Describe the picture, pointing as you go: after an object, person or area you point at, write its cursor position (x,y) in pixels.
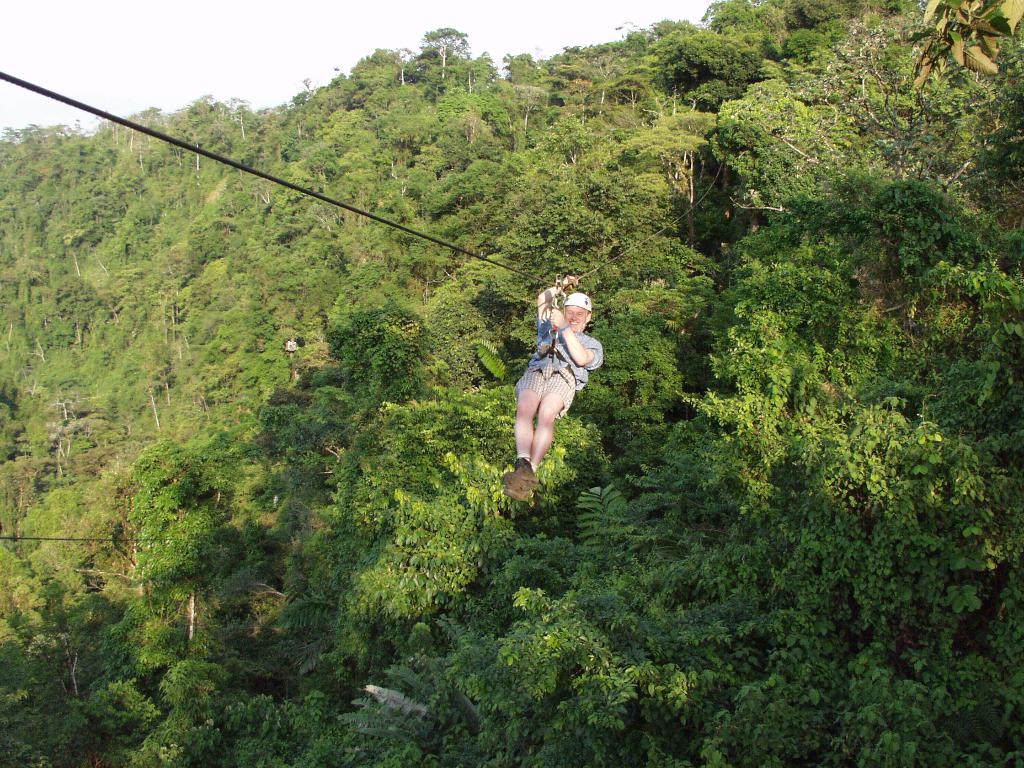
In this image there is a person (544,317) in the center hanging on rope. In the background (557,262) there are trees (571,217) and the sky (193,98) is cloudy.
